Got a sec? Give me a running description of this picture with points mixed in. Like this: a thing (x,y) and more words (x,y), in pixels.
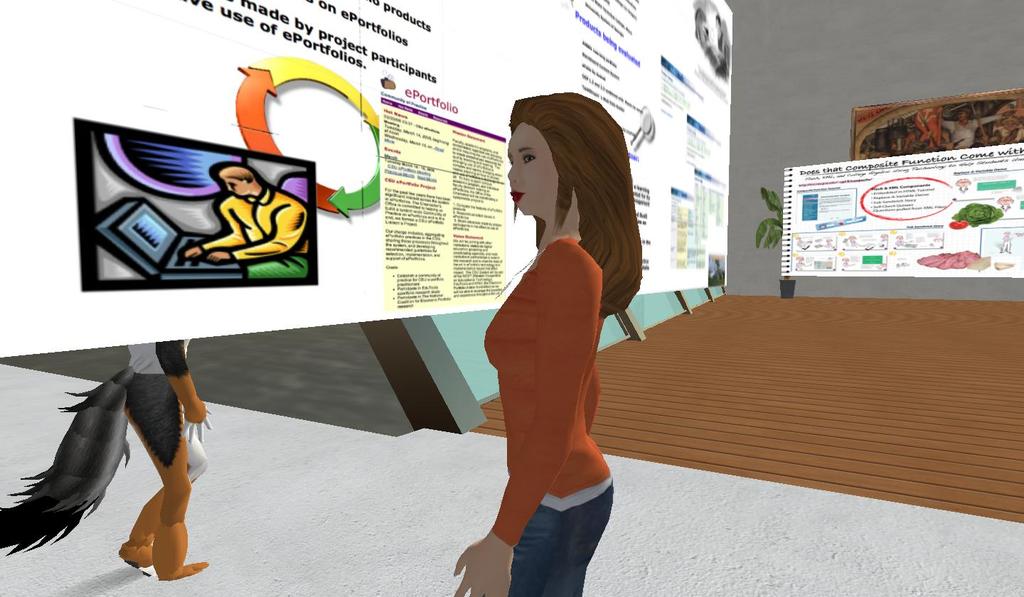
As we can see in the image there is an animation of wall (799,111), photo frame (958,115), banners (894,172) and a woman (538,435) standing in the middle (565,329). On the left side (145,401) there is an animal (174,426).
